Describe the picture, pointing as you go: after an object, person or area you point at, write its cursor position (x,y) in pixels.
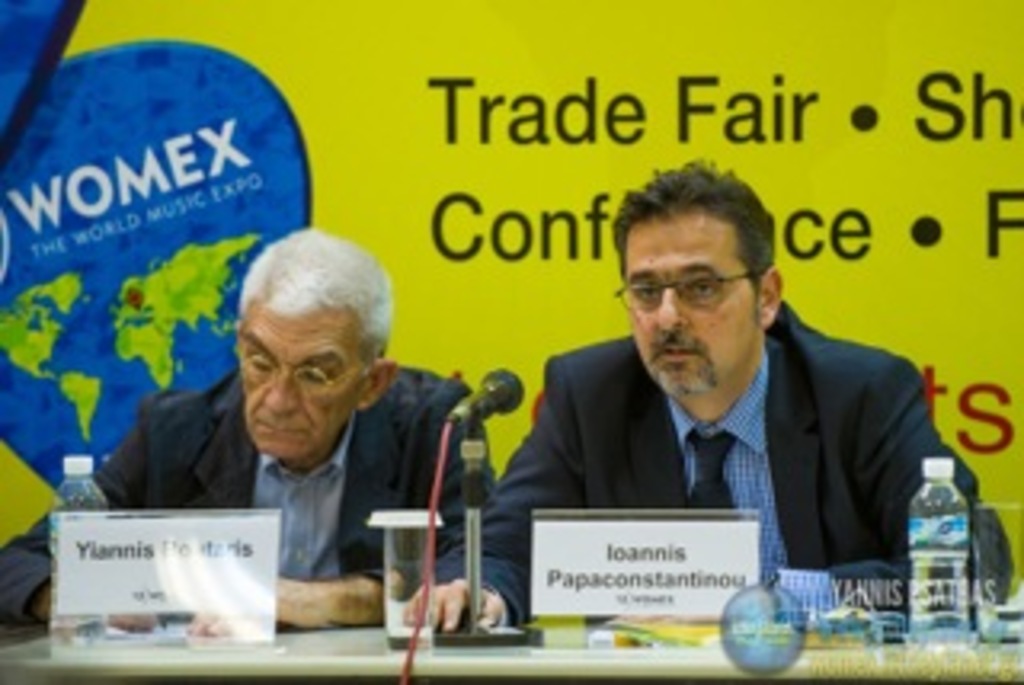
There are two men (415,395) sitting on the chairs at the table (614,673). On the table (552,661) there are water bottles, water glasses (386,556), mic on a stand (479,483) and two name boards (185,526). In the background (551,256) there is a banner (692,152).
